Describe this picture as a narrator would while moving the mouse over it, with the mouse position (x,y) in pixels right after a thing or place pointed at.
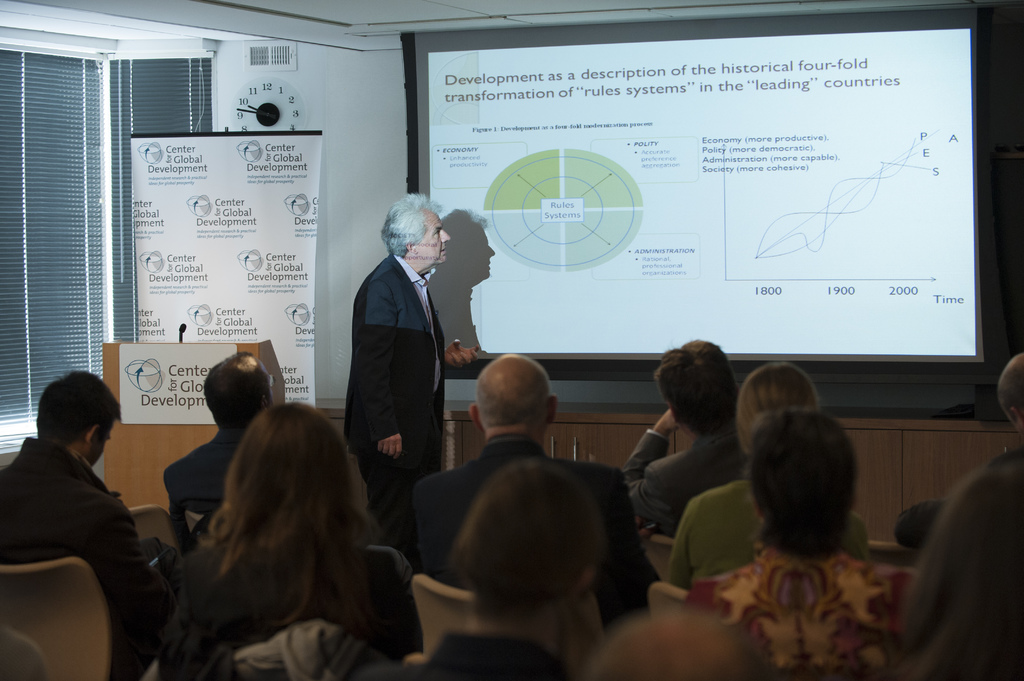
In this image, we can see a group of people (629,561) wearing clothes (73,516) and sitting on chairs (77,632). There is a person (406,464) in front of the screen (545,234). There is a banner (275,257) in front of the wall (355,174). There is a window (50,257) and podium (132,371) on left side of the image (131,385). There is a clock (267,117) on the wall (334,91).
